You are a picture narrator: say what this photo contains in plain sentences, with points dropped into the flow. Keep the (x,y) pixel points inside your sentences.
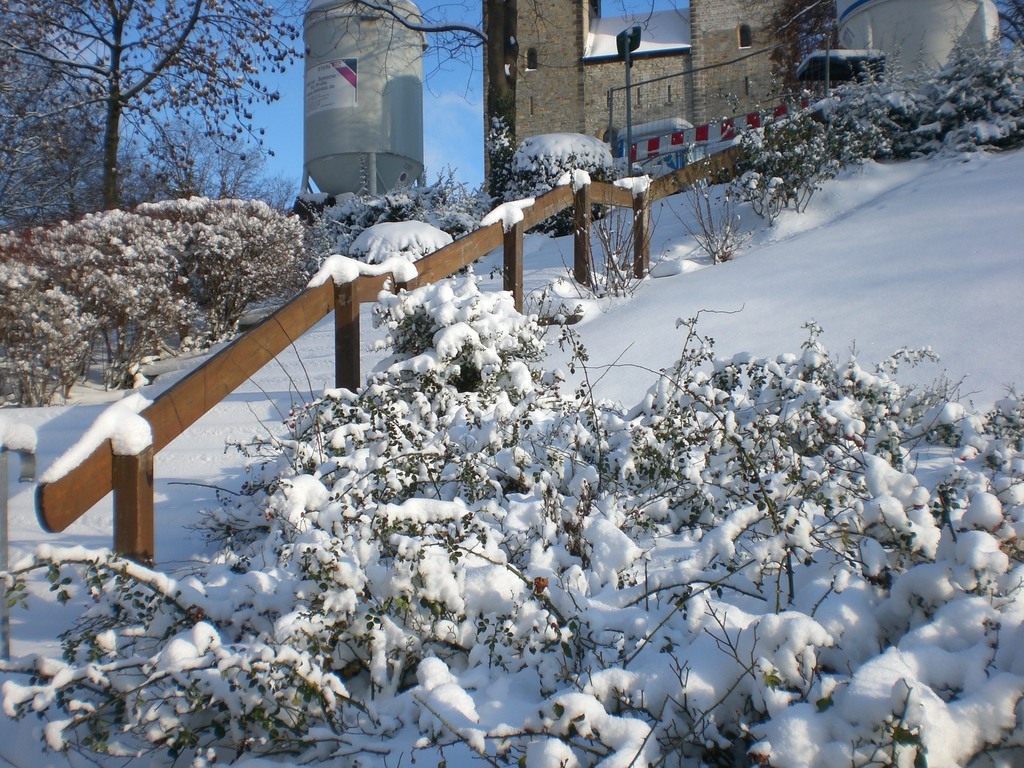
In the image there is an area (694,379) covered with thick snow (658,314) and there is a slope (877,284), above that slope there is some architecture (659,88) and on the left side (104,120) there is a tree (115,29).
